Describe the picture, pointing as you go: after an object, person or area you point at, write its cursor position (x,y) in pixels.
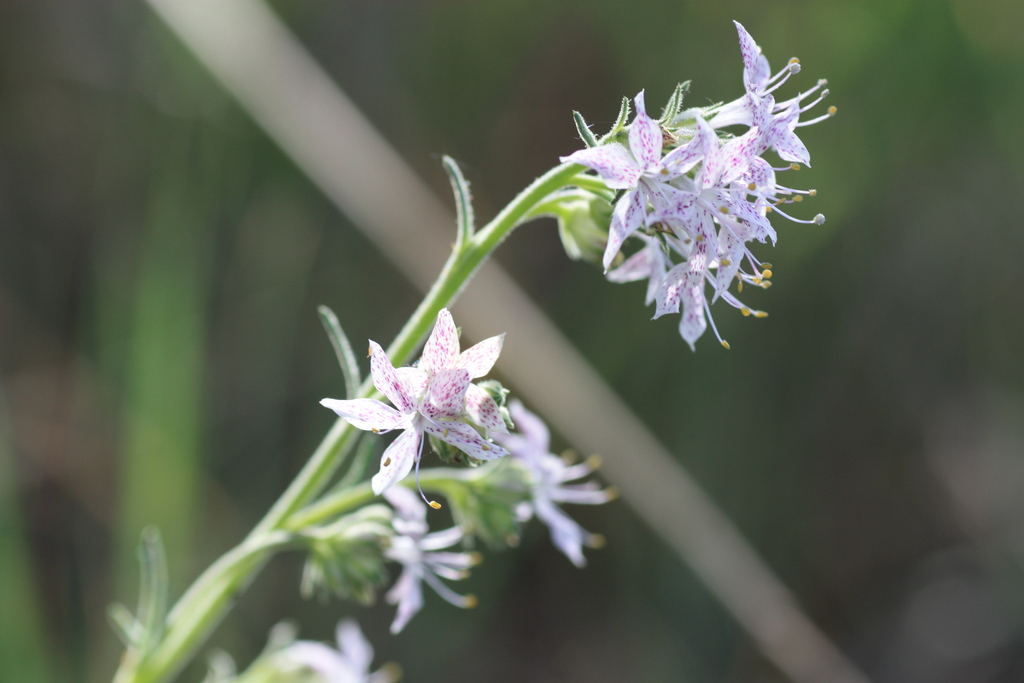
In this image we can see a bunch of flowers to a stem (136,679).
